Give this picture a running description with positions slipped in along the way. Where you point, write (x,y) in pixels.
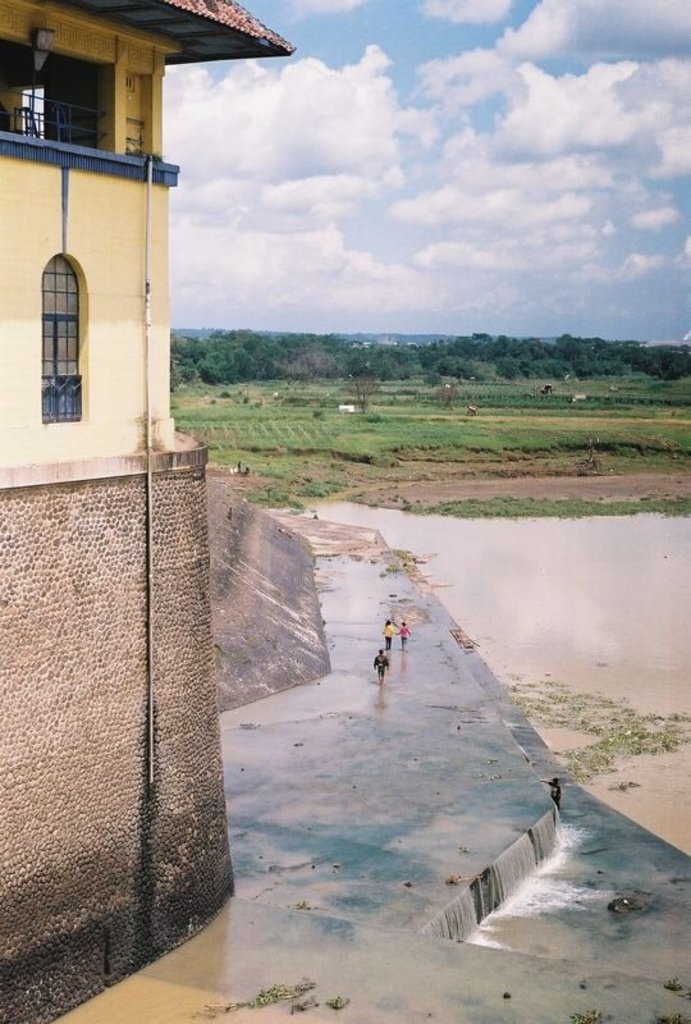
As we can see in the image there is water (371,736), few people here and there, building (195,649), grass (309,455) and trees (337,368). On the top (395,198) there is sky (416,191) and clouds (305,209).
